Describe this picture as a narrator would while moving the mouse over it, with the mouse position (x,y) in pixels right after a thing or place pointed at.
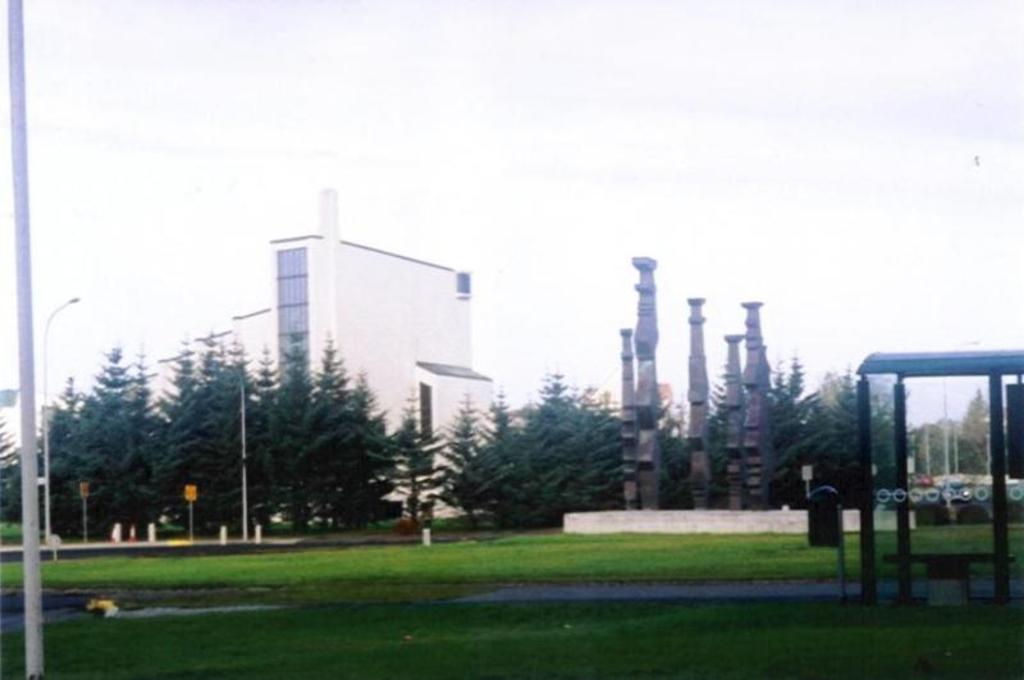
In this picture I can see few trees (138,456), buildings (452,414) and lamps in the middle (523,434), on the right side (751,446) those look like the pillars (646,322), at the top (600,135) there is the sky (600,135). On the right side (914,435) it looks like a garden shelter (951,480).
